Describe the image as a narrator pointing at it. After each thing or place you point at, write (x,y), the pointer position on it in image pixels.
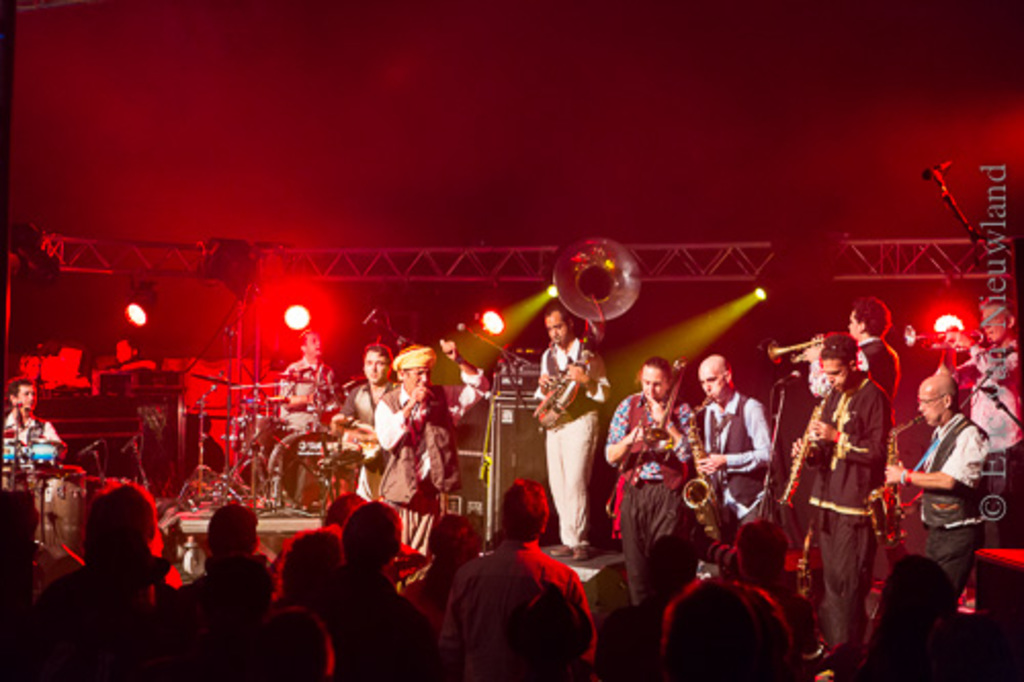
Here in this picture we can see a group of people (646,381) standing on the stage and they are playing their own musical instruments (270,413) present with them and the person (418,427) in the middle (416,454) is singing a song with microphone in his hands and behind them we can see colorful lights (297,308) present on the iron frame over there and in front of them we can see number of people (440,532) standing and watching them performing.
